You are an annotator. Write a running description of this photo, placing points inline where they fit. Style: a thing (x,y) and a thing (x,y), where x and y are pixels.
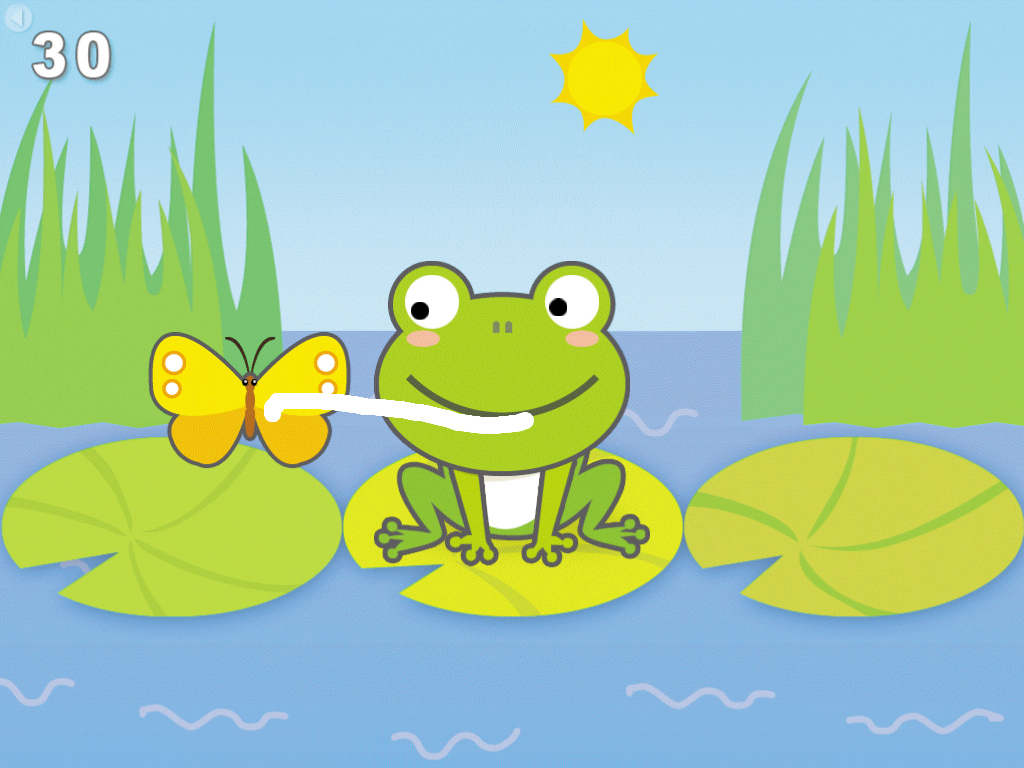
There is a frog (507,400) sitting on a green object (510,558) which is on water (506,625) and holding a butterfly (319,411) with its tongue (361,399) beside it and there is a sun (599,82) in the background (605,94).
